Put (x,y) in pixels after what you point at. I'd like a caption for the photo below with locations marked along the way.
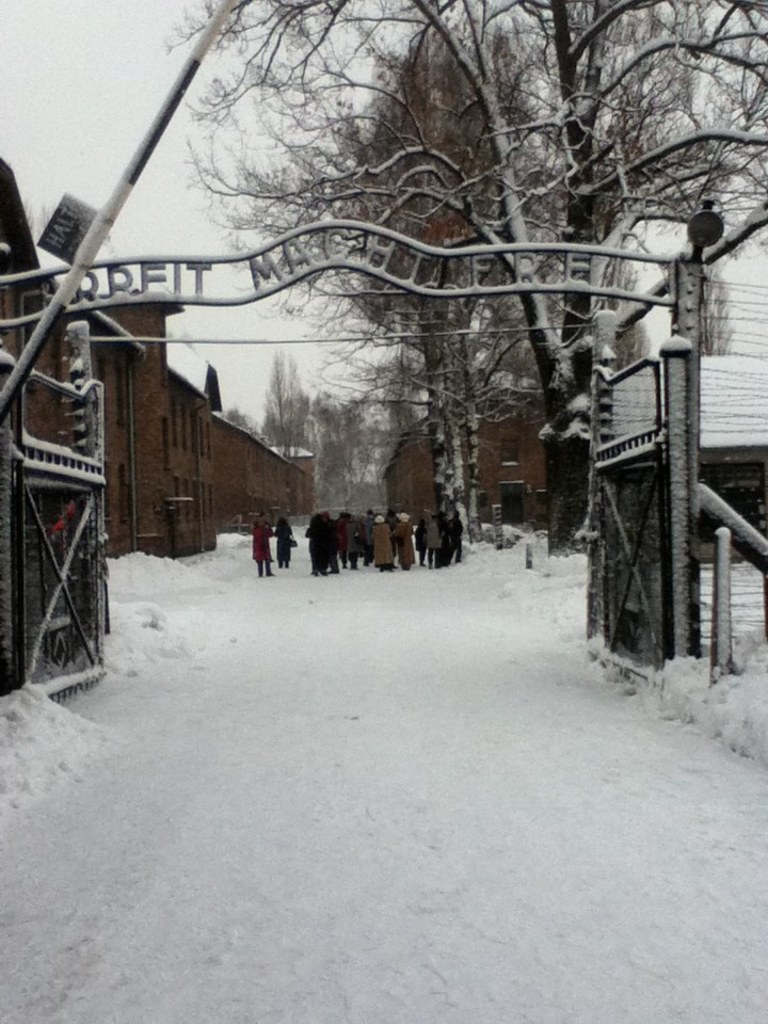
There are group of people (350,558) standing. These are the iron gates (628,643) and a name board (454,254). This is the snow (364,744). These are the buildings (310,469). These are the trees (437,208), which are partially covered with the snow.
